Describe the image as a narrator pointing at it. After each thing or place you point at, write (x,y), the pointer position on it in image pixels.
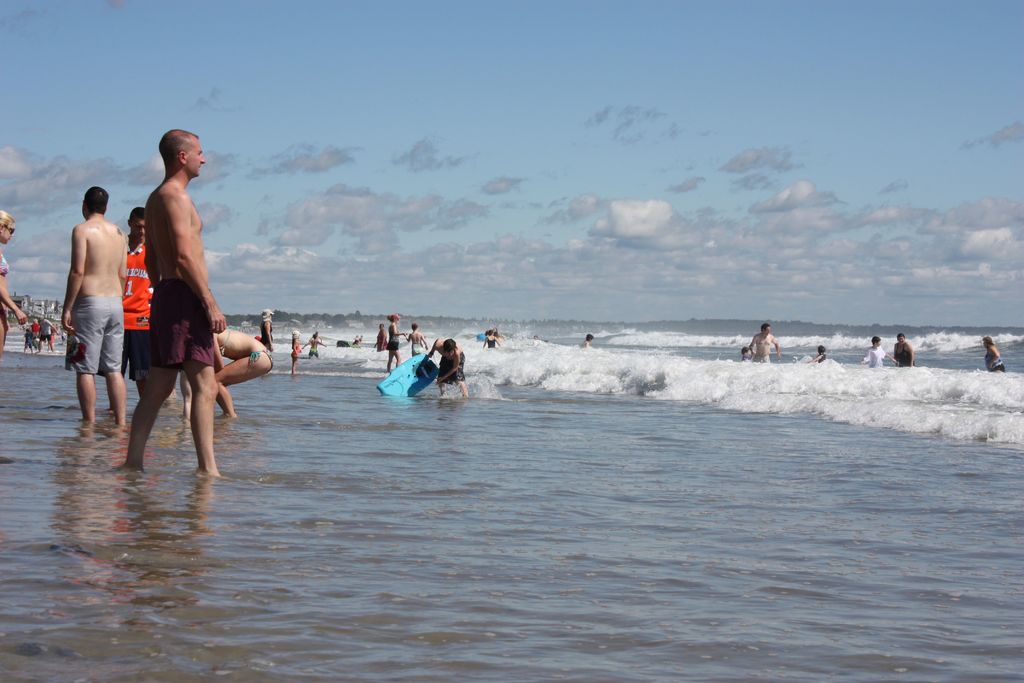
In this image on the left side (104,227) there is a man (181,302) and he wears a short (154,345) and the background (656,97) is sky (617,111).
